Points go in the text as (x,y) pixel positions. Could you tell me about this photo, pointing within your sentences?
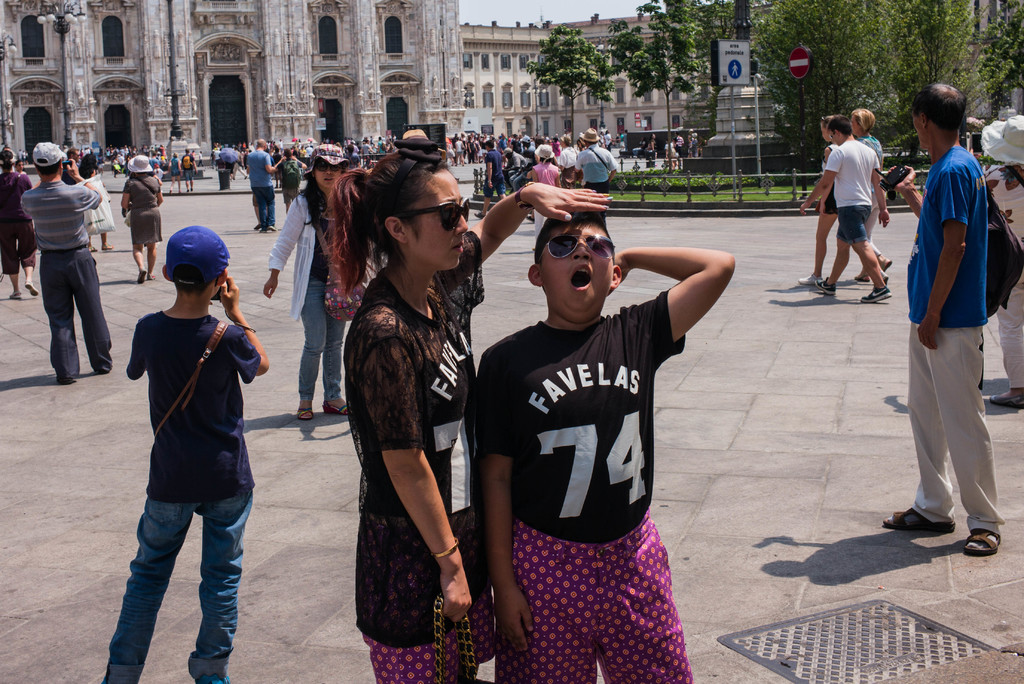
In the foreground (265,383), I can see a crowd (549,478) on the road (697,379) and a fence (670,186). In the background (799,135), I can see buildings (611,94), windows (522,56), trees (835,63), sign boards (803,49) and the sky (484,9). This picture might be taken in a day.
